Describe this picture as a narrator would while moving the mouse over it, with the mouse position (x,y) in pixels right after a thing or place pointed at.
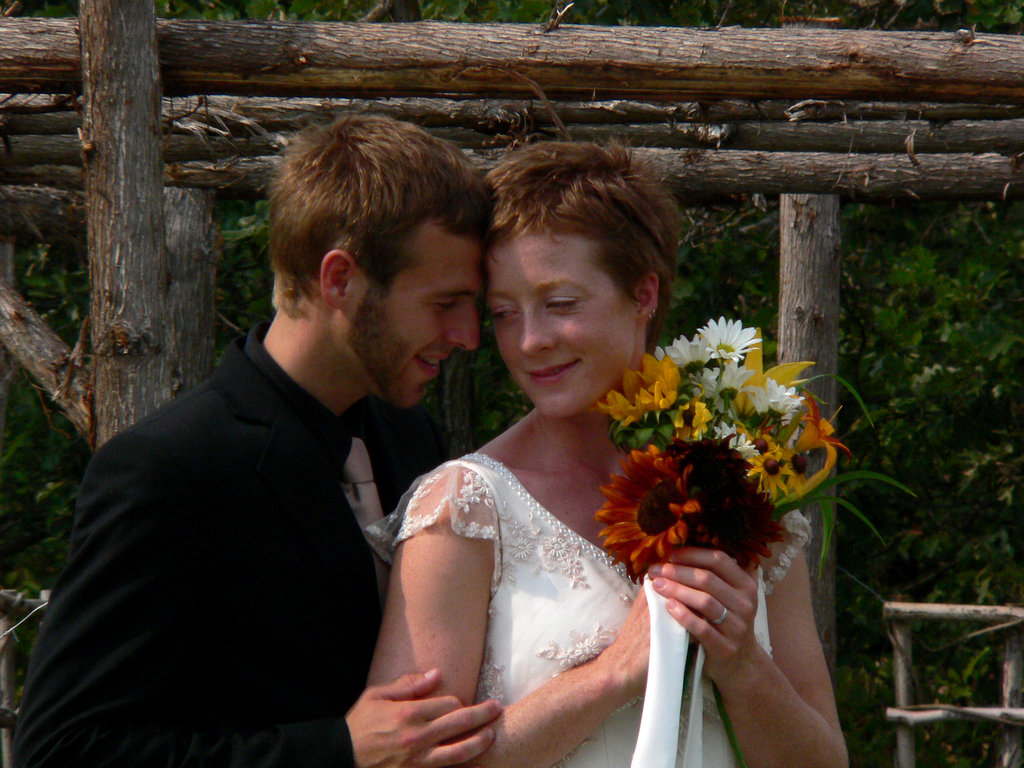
In the picture I can see a man (254,469) wearing black color dress (246,513) and woman (519,584) wearing white color dress (585,590) holding flower bouquet (608,531) in her hands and in the background of the picture (21,257) there are some wooden logs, trees (914,422).
